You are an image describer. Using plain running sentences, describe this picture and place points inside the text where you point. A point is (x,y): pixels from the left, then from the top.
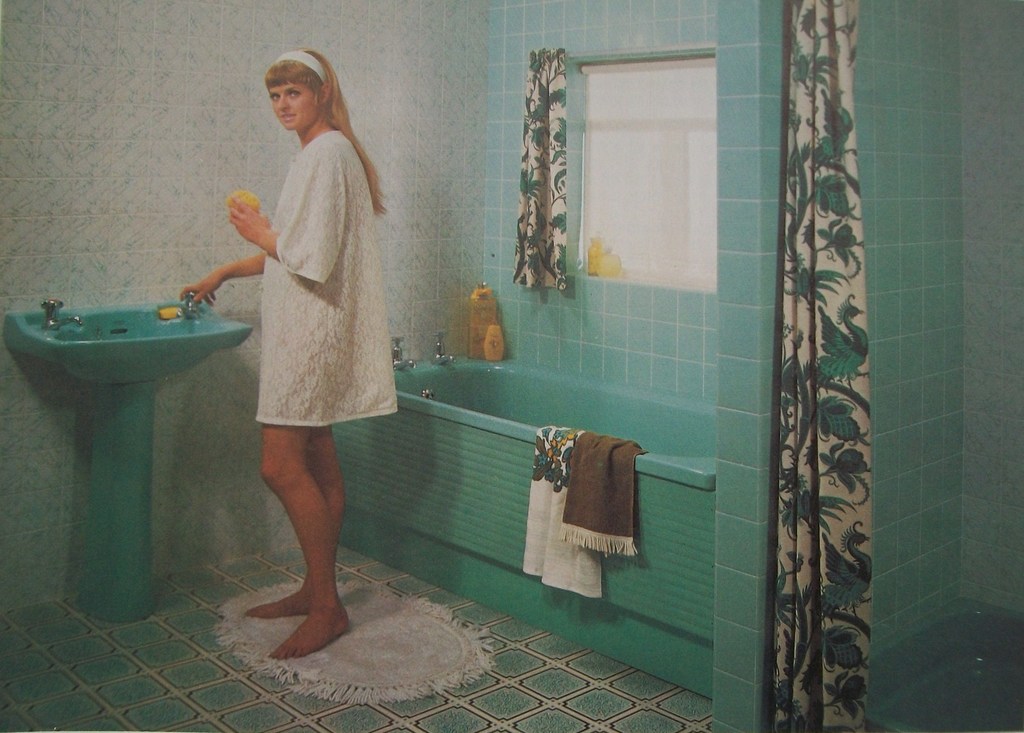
In this image we can see a lady (281,223) holding something in the hand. She is standing on a mat (413,644). Also there is a wash basin (154,373) with taps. On the right side (898,282) there is a wall (873,285) with a curtain (829,289). Near to that there is a bathtub (429,402) with taps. Also there are bottles (477,312). On the bathtub (484,420) there are towels (551,466). And there is a window (613,202) with curtain (545,113).
